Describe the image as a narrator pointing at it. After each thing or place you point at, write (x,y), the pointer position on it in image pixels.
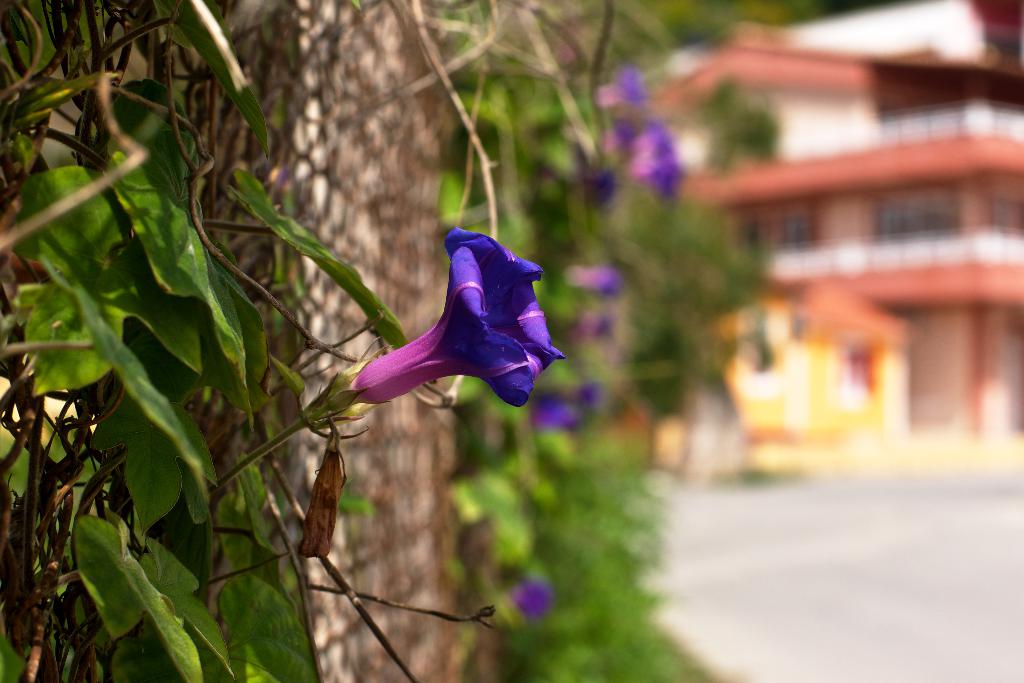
In this picture I can see plants (482,396) with flowers (534,356), and in the background (768,354) there is a building (836,317).
